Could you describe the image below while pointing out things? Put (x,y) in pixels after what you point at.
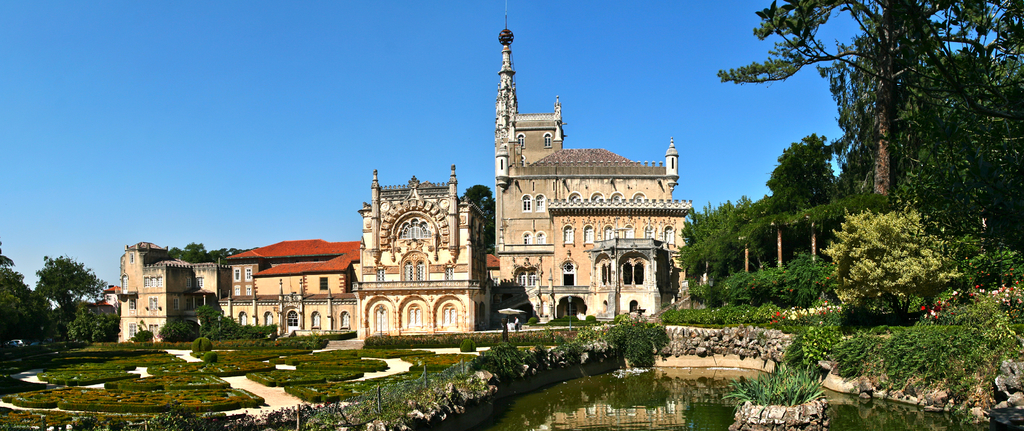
In this image there is a building (438,274). Before it there are few plants (99,406). Bottom of the image (558,403) there is water (875,428). In between there are few plants (782,403) on the land (770,406). There is a fence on the wall (475,396). Background there are few trees (913,223). Top of the image (295,90) there is sky (300,152).
